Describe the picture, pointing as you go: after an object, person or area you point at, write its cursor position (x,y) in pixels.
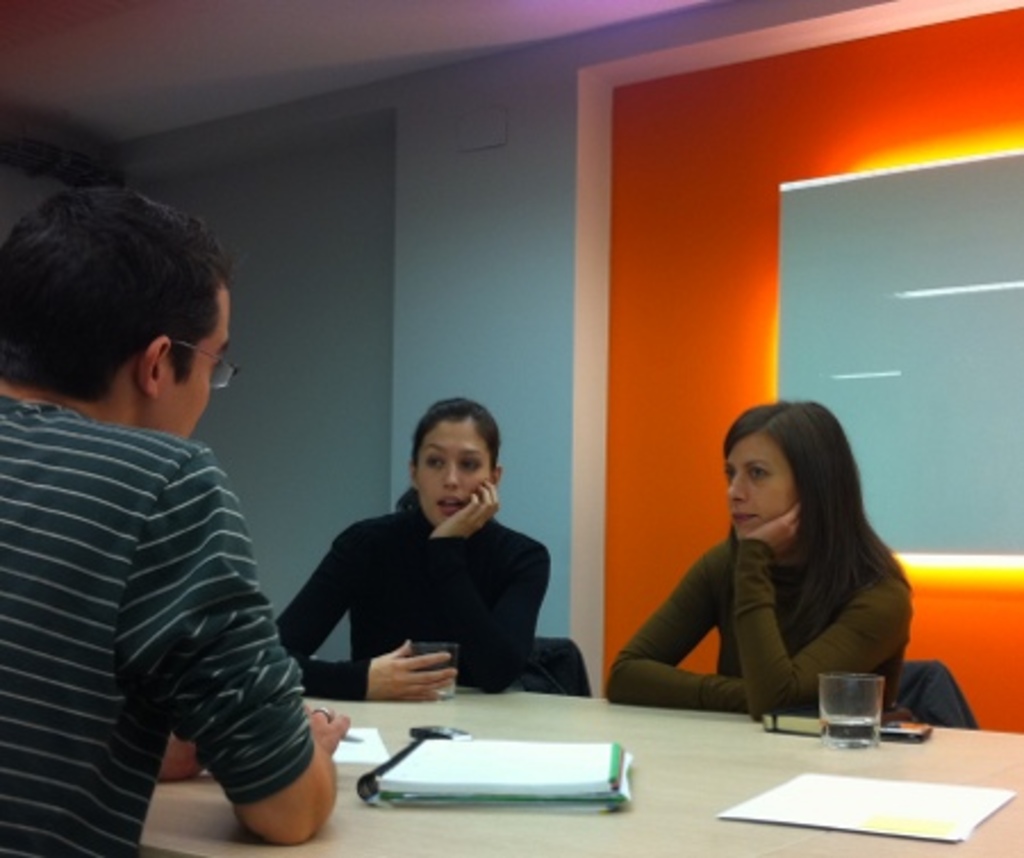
In this picture there is a man (111,404) sitting here and there two women (403,648) sitting at the opposite to him, one of them is holding a glass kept on a table (477,699), there's a table (527,734) in front of them with some books (524,768), papers (875,781), water glass (844,690) and many objects (804,729) and in the backdrop there is a wall (432,208).
